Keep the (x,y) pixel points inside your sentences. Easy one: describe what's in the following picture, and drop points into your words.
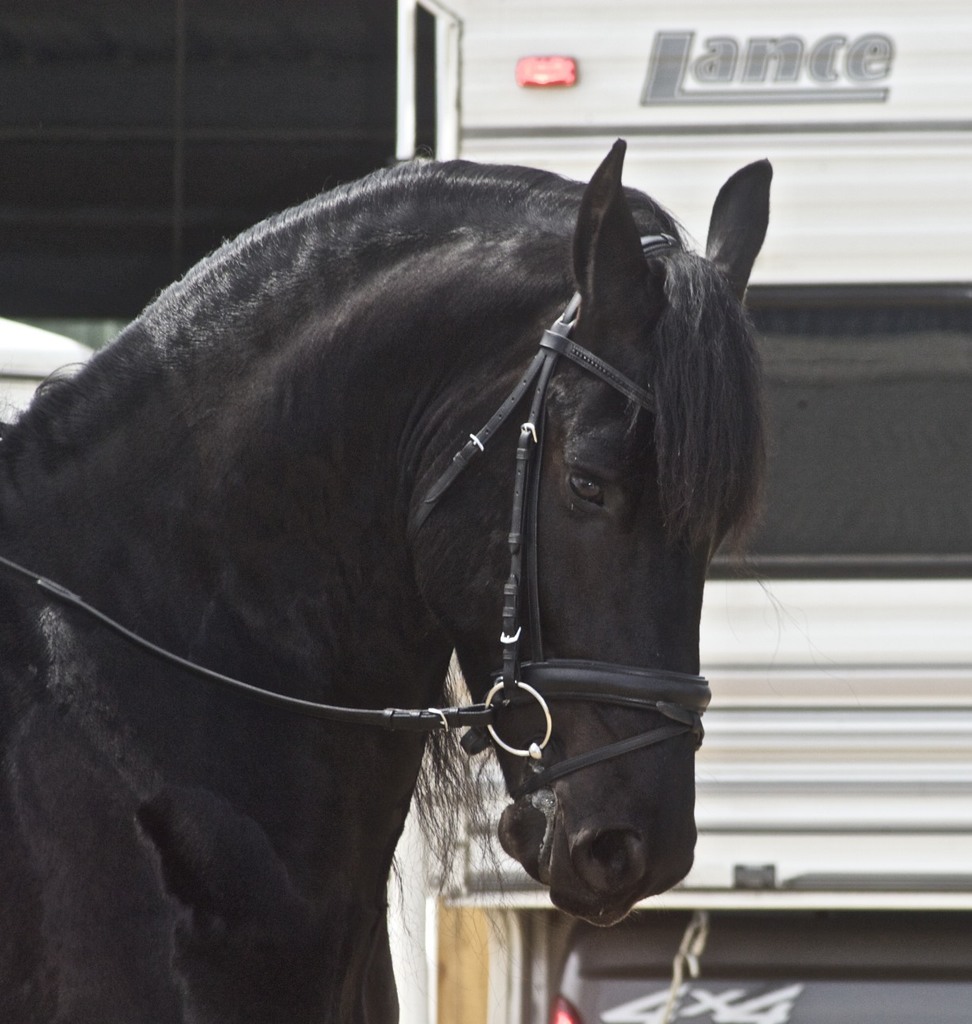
In this image we can see a horse (316,510). On the backside (949,471) we can see a vehicle (898,487) and some text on it.
